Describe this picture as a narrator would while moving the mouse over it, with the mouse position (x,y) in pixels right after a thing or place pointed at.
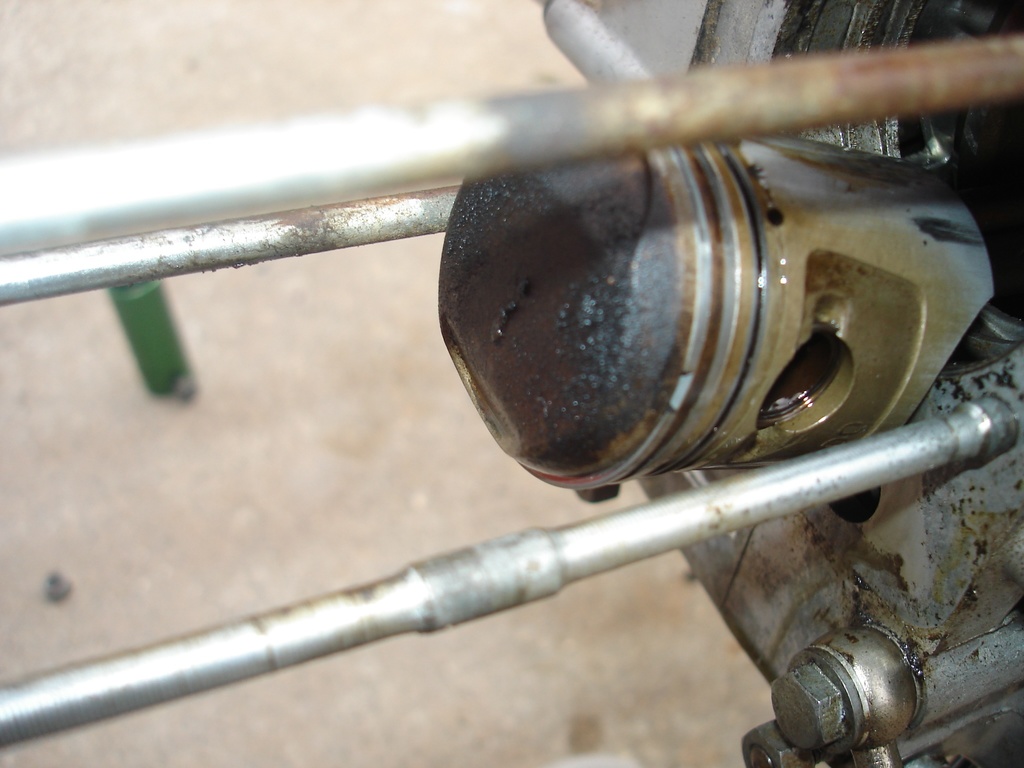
It looks like an engine (828,331). Here we can see a few rods (680,99) and ground (361,364).
